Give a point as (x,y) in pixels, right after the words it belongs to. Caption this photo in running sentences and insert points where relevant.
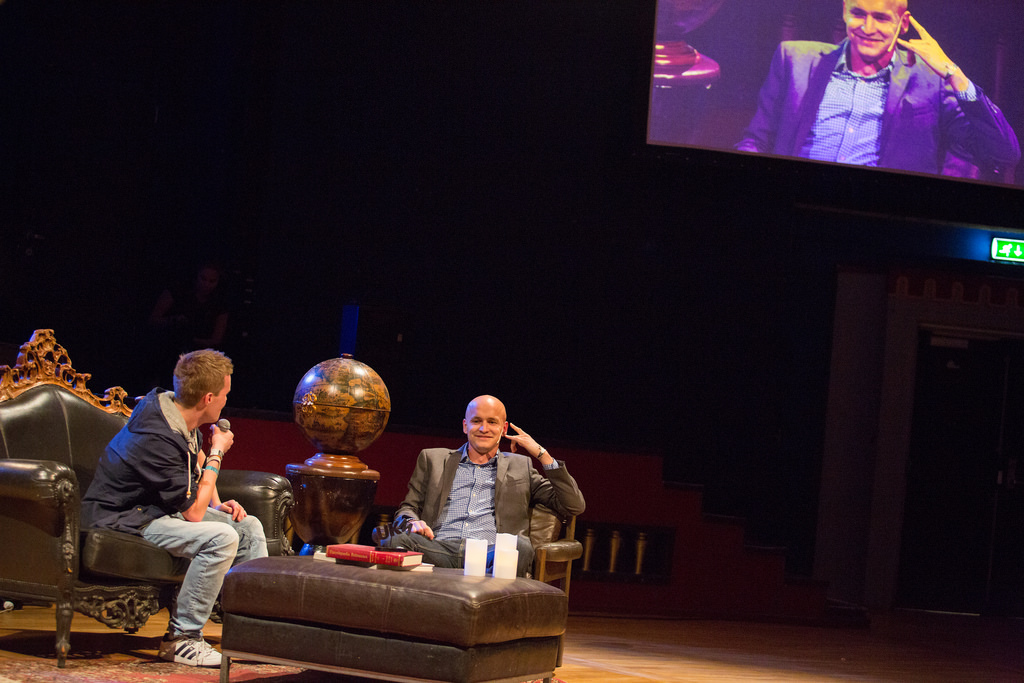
In this image we can see some people (510,470), couches (555,543), table (368,619), globe (311,526) and other objects (385,538). In the background of the image (382,206) there is a wall (537,171), screen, steps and other objects (900,275). At the bottom of the image (843,655) there is the floor (911,674).
